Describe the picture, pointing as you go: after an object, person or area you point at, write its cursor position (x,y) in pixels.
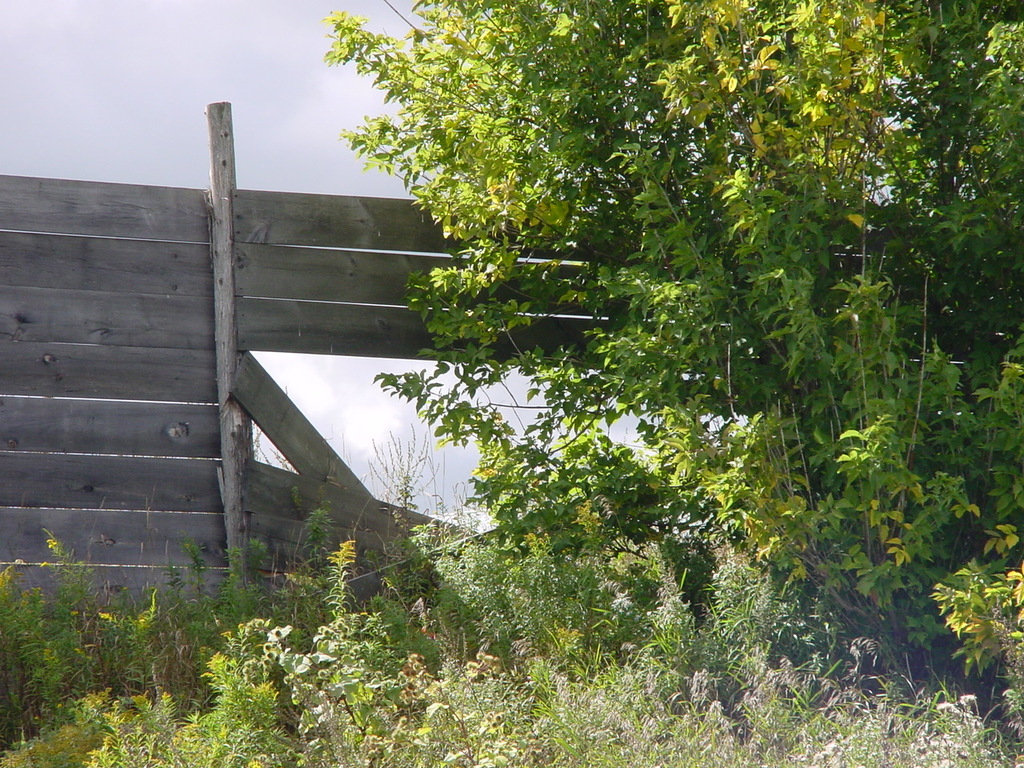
In this picture we can see a tree (711,467), plants (467,656), wooden planks (187,479) and in the background (256,69) we can see the sky (225,65).
